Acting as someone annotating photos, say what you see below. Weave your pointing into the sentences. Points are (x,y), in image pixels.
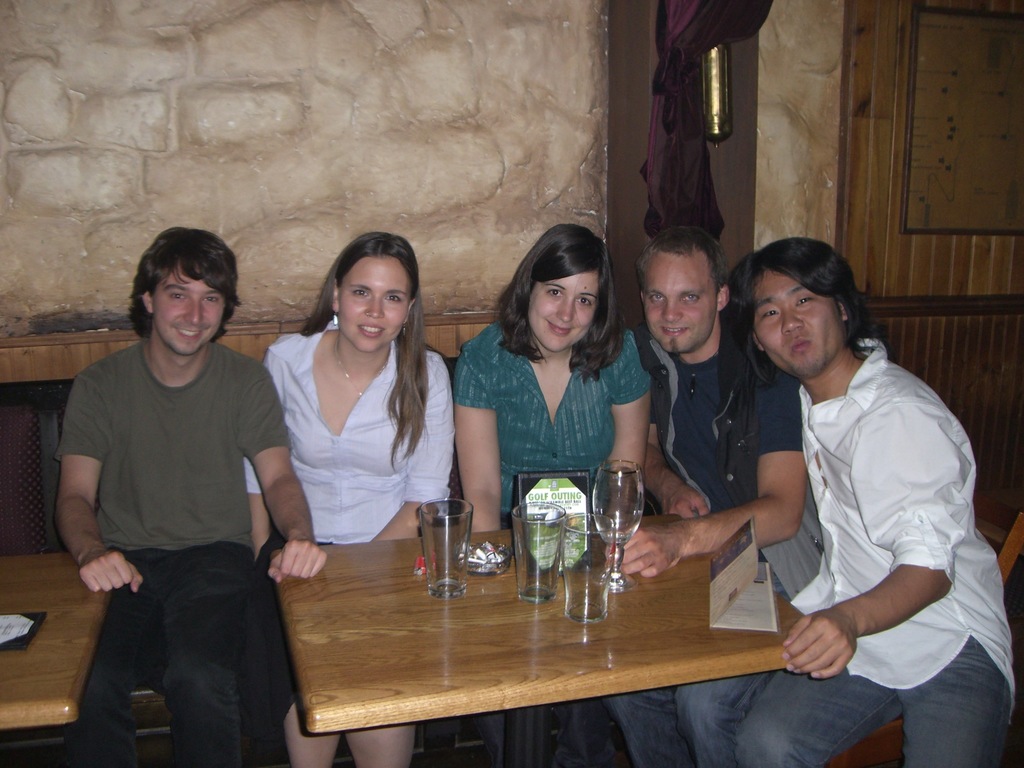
In this image we have a group of people (471,446) who are sitting on the chair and bench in front of the wooden table (492,630). On the table (490,585) we have couple of glasses (552,559) and the other objects (563,502). The person (514,342) are smiling, behind this person (392,344) we have a wall (298,116) and a curtain (695,44).
